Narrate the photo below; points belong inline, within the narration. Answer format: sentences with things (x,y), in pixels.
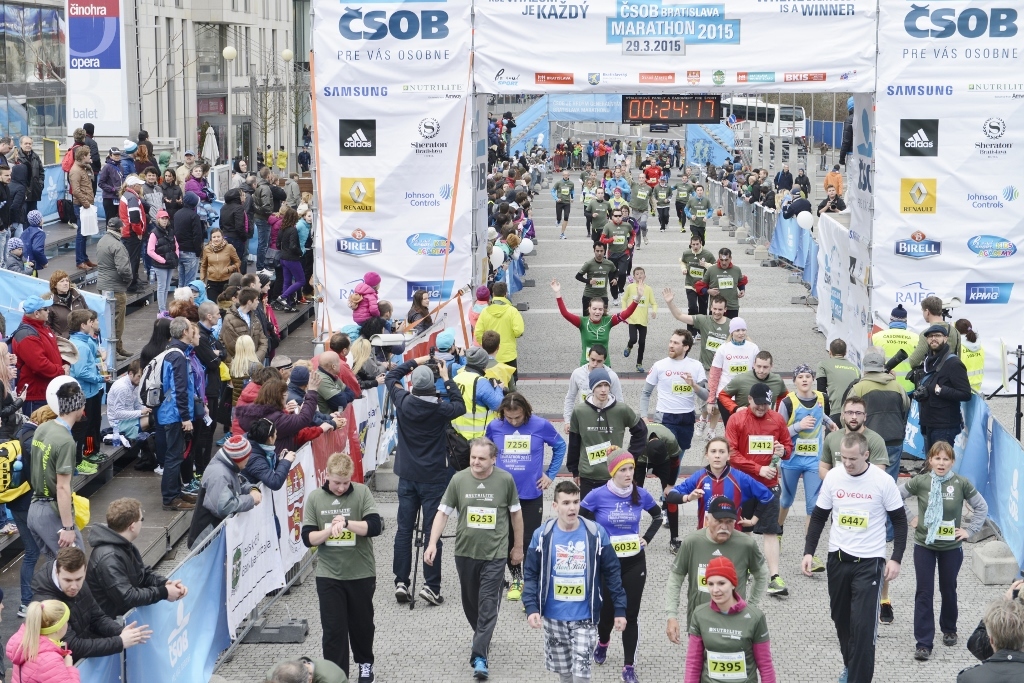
As we can see in the image there are many people (46,674) walking here and there, banners (298,499), buildings (279,98), street lamps (232,113) and in the background (793,117) there is a bus (784,133).
